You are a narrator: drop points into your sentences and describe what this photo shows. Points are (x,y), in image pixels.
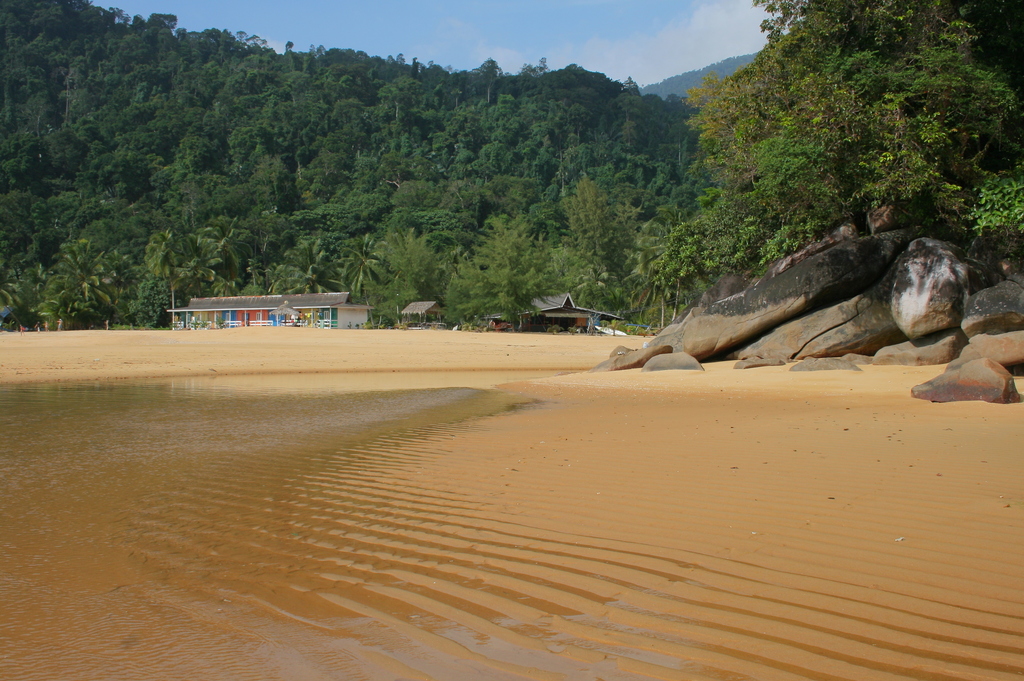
This is water (158,477), on the right side (866,255) there are rocks (861,332), these are the trees (525,122). At the top (529,21) it is the sky (537,19).
